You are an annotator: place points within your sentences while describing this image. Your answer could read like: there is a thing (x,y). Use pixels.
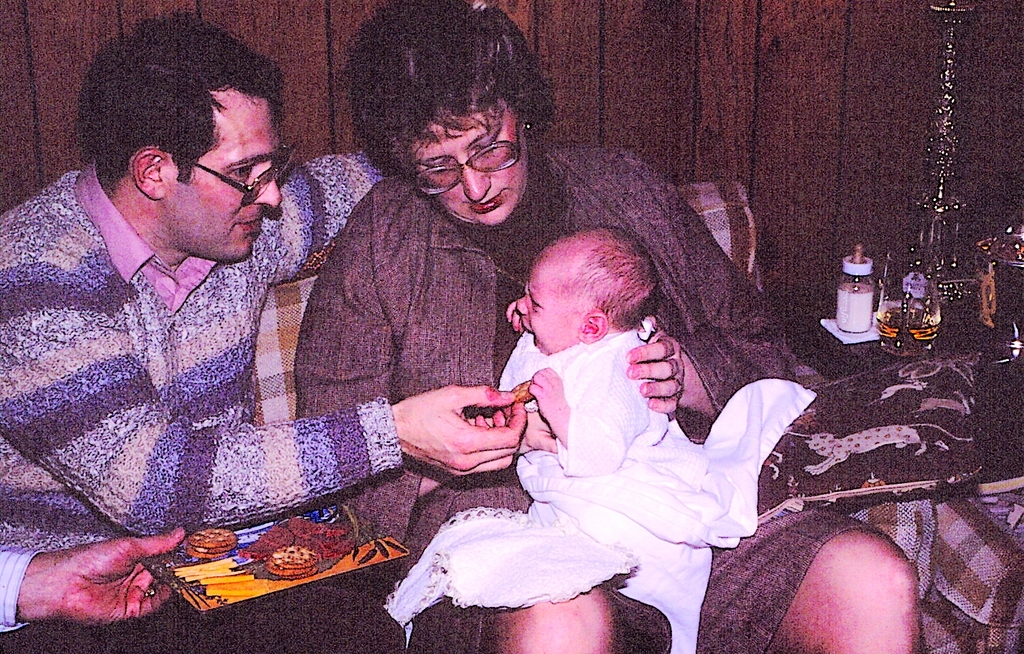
In this image, we can see a person (472,227) sitting on the sofa (284,336) and holding a baby (576,352) with her hands (636,354). There is an another person (233,296) on the left side of the image (171,277) holding a biscuit (519,396) with his hand (450,422). There is a bottle (855,301) and glass (936,334) on the right side of the image (863,283). There is a person's (96,603) hand in the bottom left of the image (130,596) holding an object (205,578) contains some biscuits (285,548). In the background (15,90), we can see a wooden wall (338,32).
